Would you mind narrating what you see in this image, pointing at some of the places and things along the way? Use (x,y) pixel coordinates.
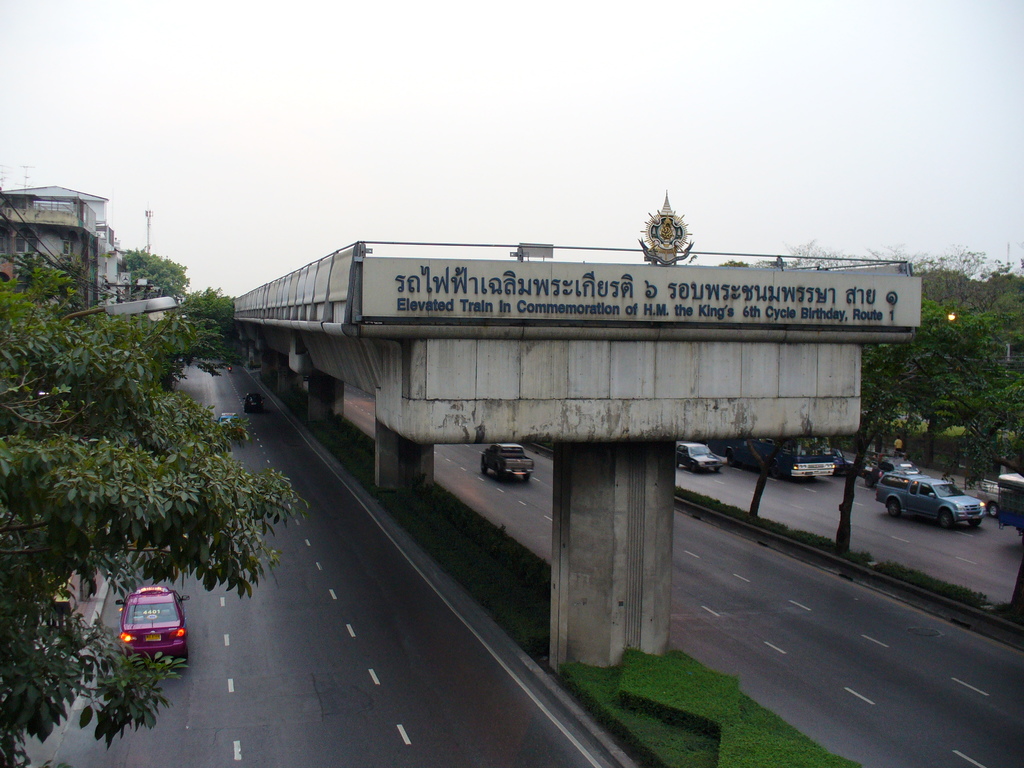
In the image there is a bridge (482,369) in the middle of the road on the grassland (598,686) and many cars (520,447) moving on road (271,576) on either side of the bridge (257,339) with trees (83,484) at the corners and above its sky (578,48).
